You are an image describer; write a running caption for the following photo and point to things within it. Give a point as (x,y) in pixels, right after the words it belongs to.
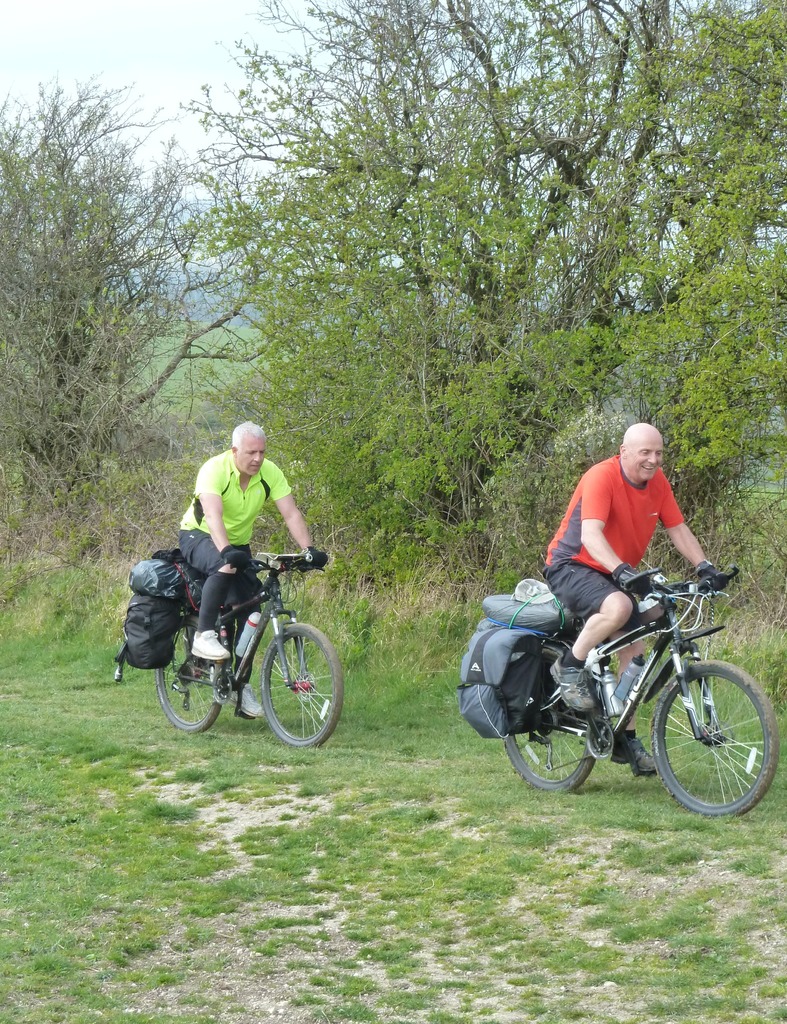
This image consists of two persons (204,611) riding bicycles (557,649). In the front (588,628), the man (616,587) is wearing red T-shirt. In the background (253,577), the man (222,583) is wearing a green T-shirt (250,485). And there are backpacks (500,699) to the cycles (582,716). At the bottom (270,882), there is green grass (251,833) on the ground (215,868). In the background (398,294), there are trees (384,288). At the top (67,31), there is sky (54,72).
